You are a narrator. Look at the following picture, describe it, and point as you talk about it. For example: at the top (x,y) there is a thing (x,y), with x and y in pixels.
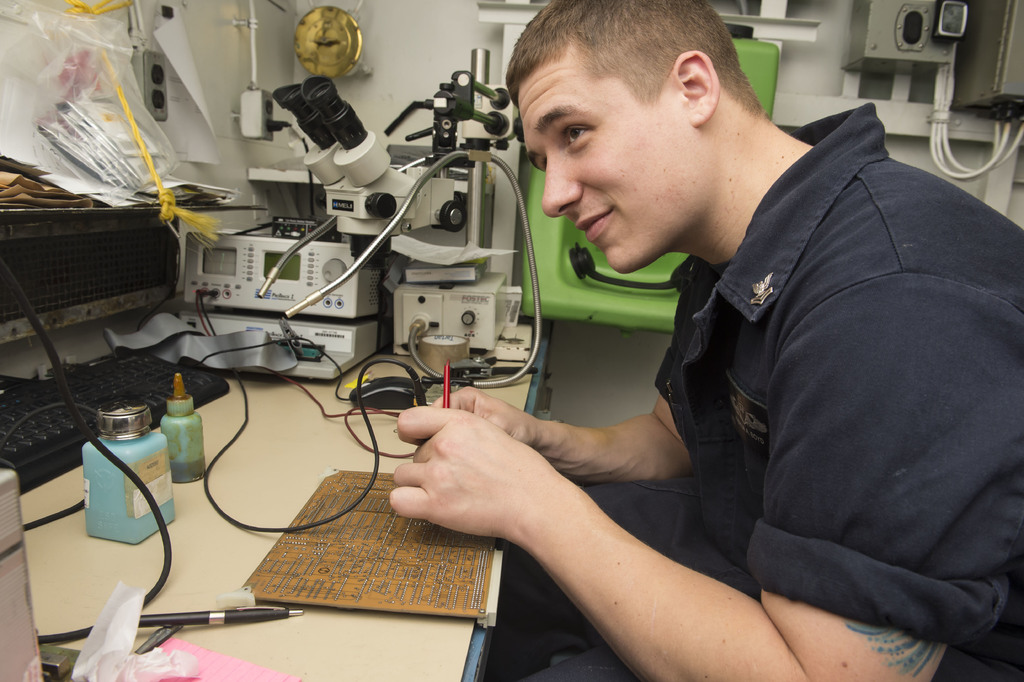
In this image I can see a person (716,553), table (248,522), devices (398,394), pen (161,620), bottle (153,439) and objects (316,533). Person (603,104) is holding an object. On the table (397,434) there are devices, keyboard (86,387) and objects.
